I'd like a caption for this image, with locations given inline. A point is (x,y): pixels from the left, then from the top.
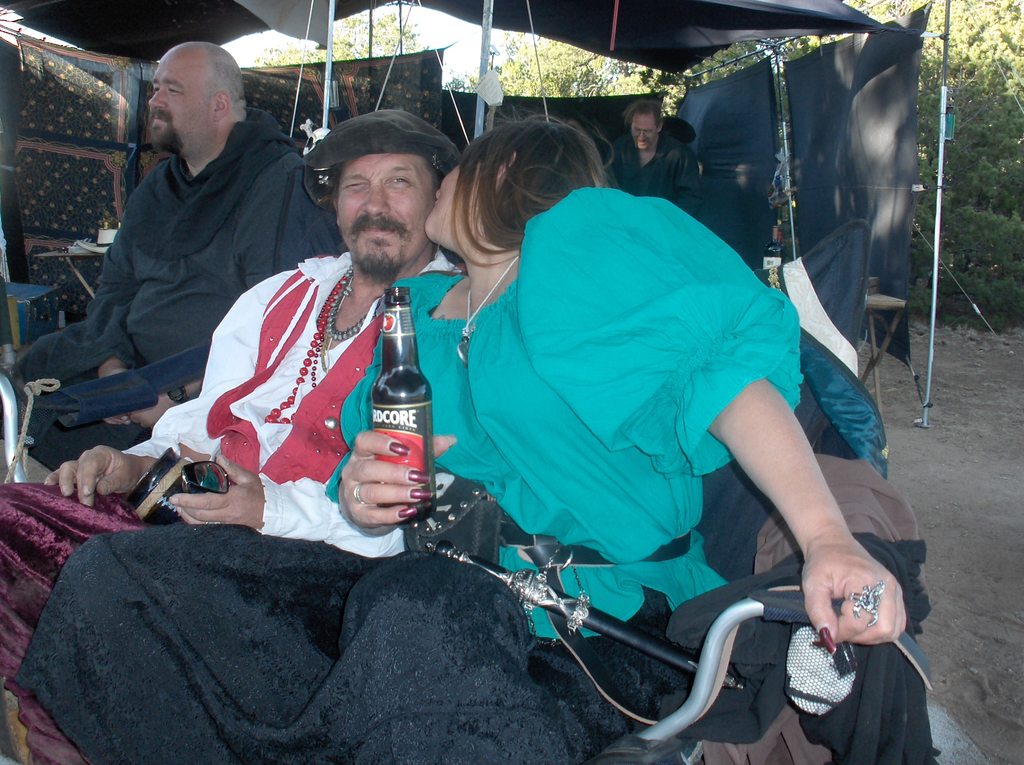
In this picture we can see three persons (503,420) sitting on the chairs (643,745). This is bottle (402,382). And there is a tent (763,132). On the background (1005,14) we can see trees (554,64) and this is sky (441,30).
